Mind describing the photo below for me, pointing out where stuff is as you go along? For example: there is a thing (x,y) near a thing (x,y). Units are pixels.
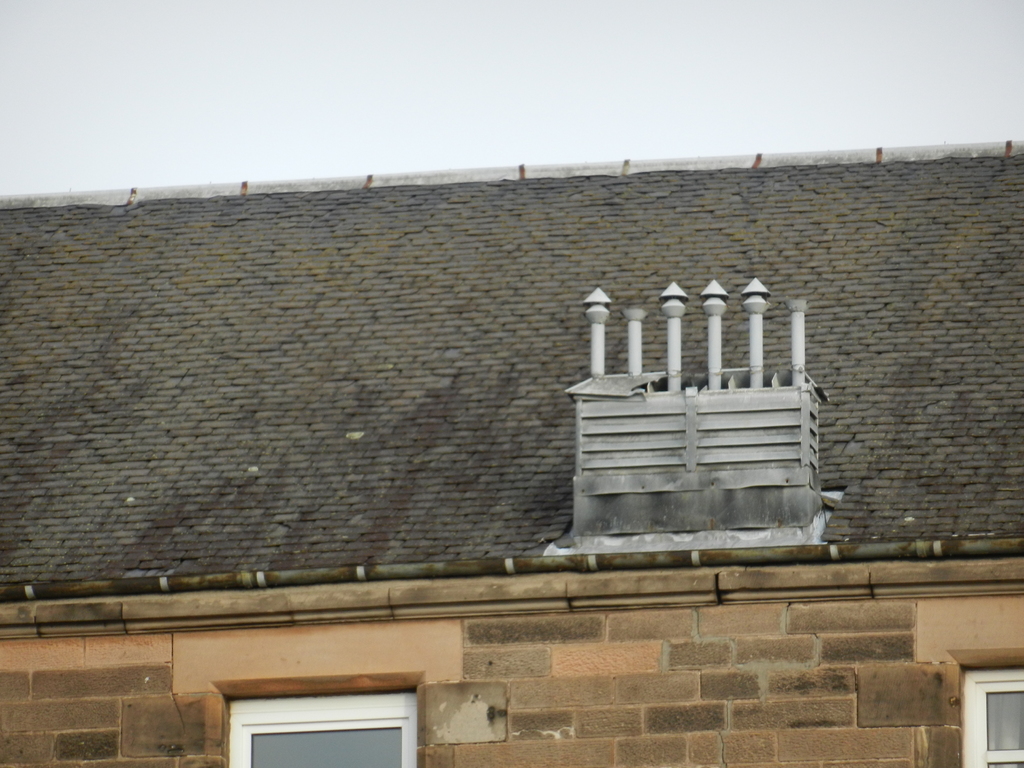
In this picture we can see there is a roof (350,381). At the bottom of the image (347,735), there are windows (404,717). At the top of the image (392,44), there is the sky (370,77).
